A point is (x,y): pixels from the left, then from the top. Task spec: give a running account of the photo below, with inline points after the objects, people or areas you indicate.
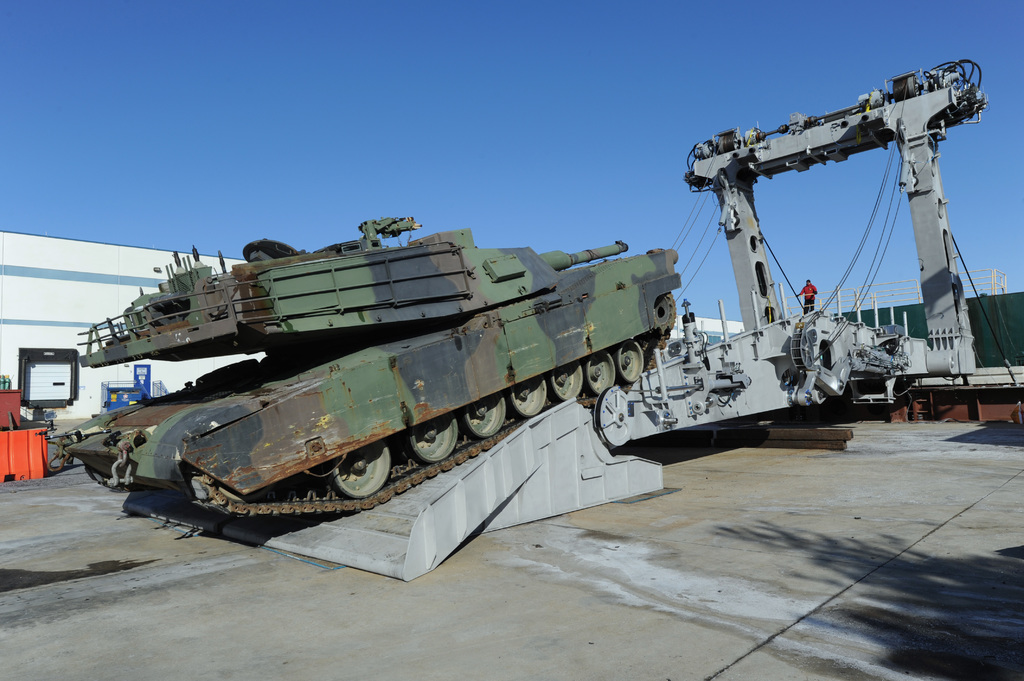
In the foreground (389,245) there are heavy machinery (509,387) like army tank (330,371). On the left (12,453) there is an orange color object (34,441). In the middle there is a white color building (29,253). On the right (833,293) we can see a person (816,296), railing (877,305). At the bottom (481,630) it is floor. At the top (515,105) it is sky (605,127).
